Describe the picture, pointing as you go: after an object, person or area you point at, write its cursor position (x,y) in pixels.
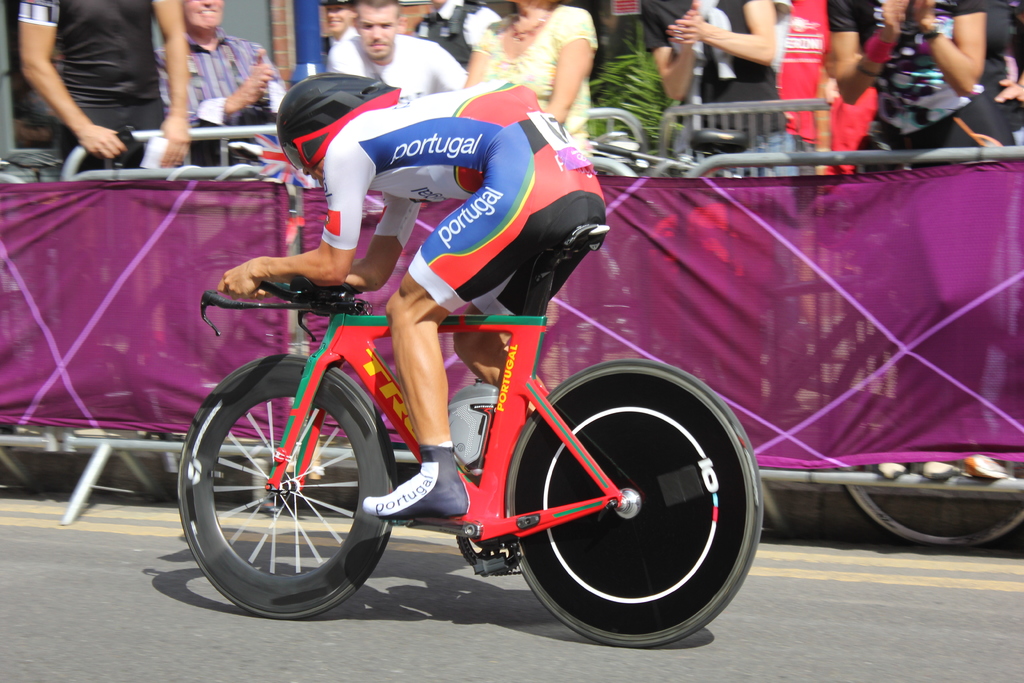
In the center (531,251) we can see man (419,161) riding bicycle (306,372). in the background (675,67) we can see some persons (152,99) watching him.
